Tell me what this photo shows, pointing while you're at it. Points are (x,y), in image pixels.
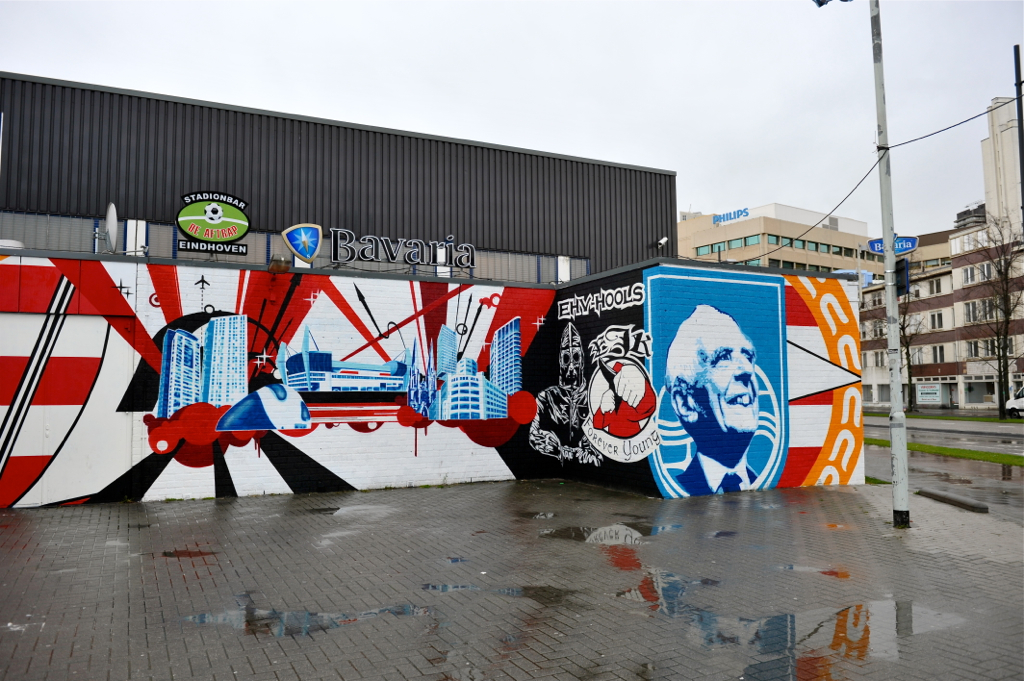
This image consists of buildings (420,357) in the middle (475,357). There is a tree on the right side (1003,411). There is sky (601,81) at the top (402,86).
